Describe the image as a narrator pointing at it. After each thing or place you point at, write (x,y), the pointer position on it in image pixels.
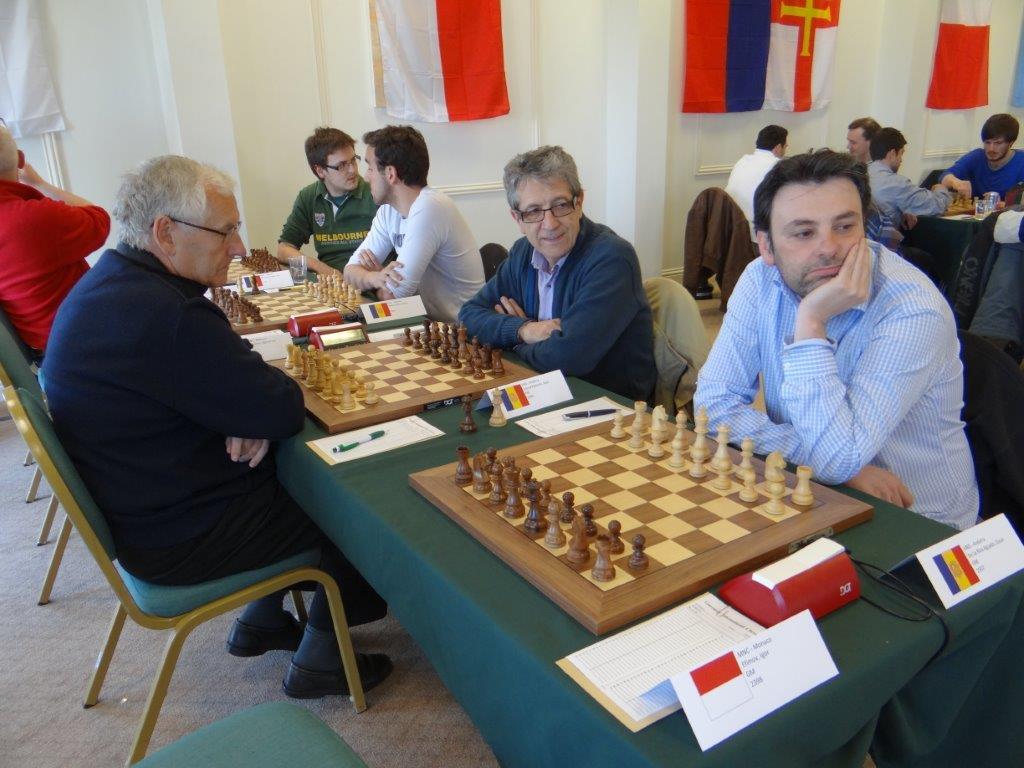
In this image, we can see a group of people (965,447) are sitting on the chairs (95,696). Here we can see tables (842,719) covered with cloth (838,699). Few objects (637,648), chess boards (421,490) with coins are placed on it. At the bottom (427,730), there is a floor (449,712). Background (584,97) we can see a wall (321,107) and flags (983,39).
